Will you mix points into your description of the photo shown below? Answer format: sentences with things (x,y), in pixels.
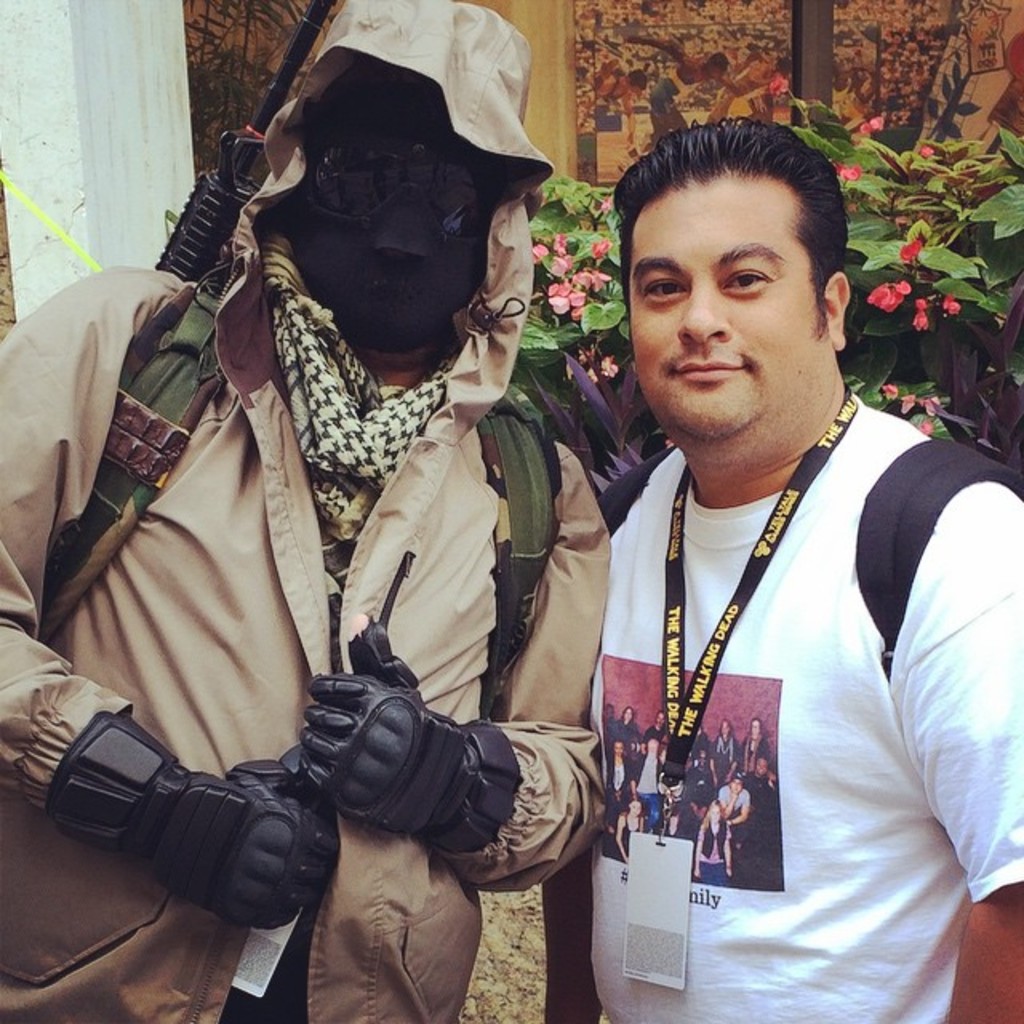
In the image there are two people (529,750) standing and posing for the photo, the first person (357,598) is wearing a jacket (414,521) and he covered his face (404,315) with a mask (398,326) and he is also carrying some weapon (189,222). Behind the two people (731,475) there is a plant (886,198).
